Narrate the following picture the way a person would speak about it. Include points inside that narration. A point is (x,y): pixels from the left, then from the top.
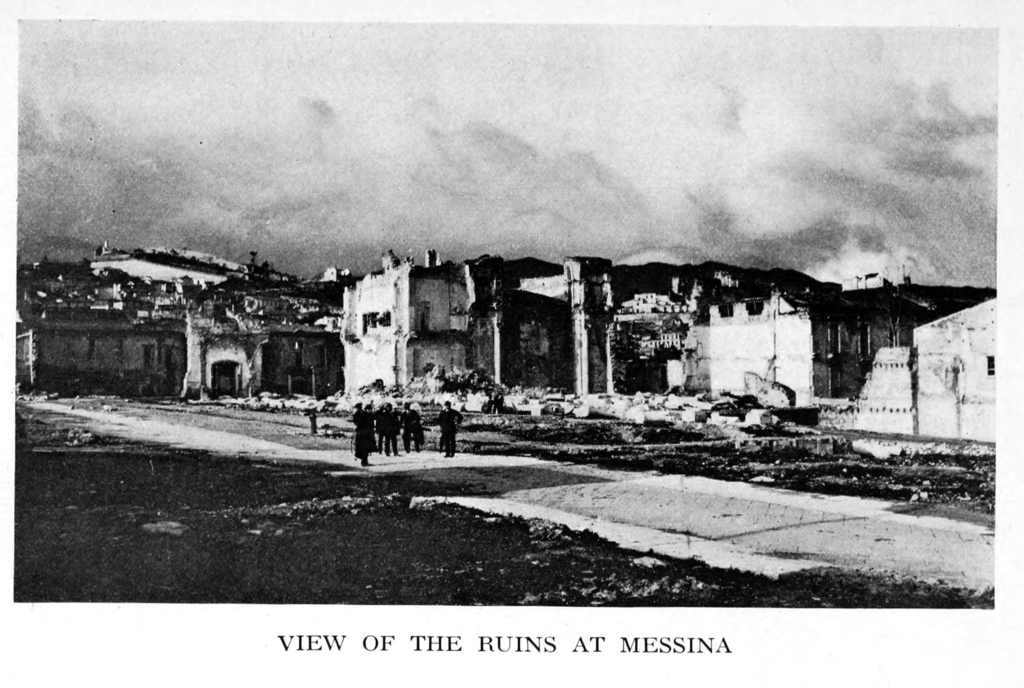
In the foreground (409,449) I can see a few people (393,451) on the road (454,456). In the background (479,370) I can see buildings (396,321). On the top (448,150) I can see the sky (406,101). This image is taken may be during day on the road (571,520).
